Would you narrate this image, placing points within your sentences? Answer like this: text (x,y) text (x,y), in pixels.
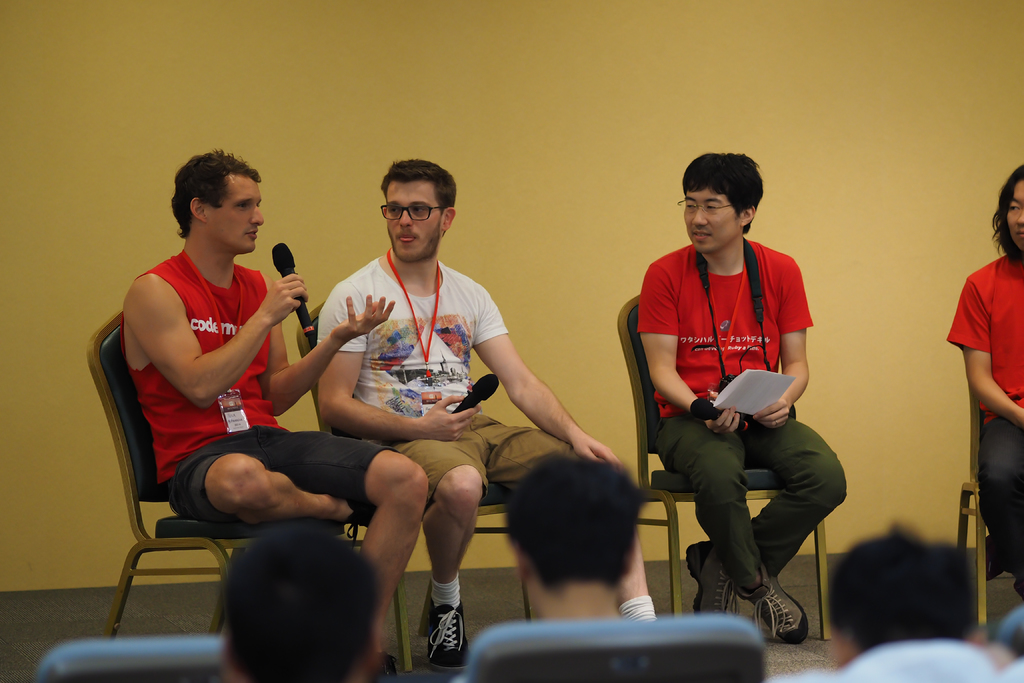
In this image, we can see people (661,437) sitting on the chairs (403,599) and some are holding objects (283,256) in their hands (460,426) and some are wearing id cards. In the background (676,89), there is a wall (773,230).
